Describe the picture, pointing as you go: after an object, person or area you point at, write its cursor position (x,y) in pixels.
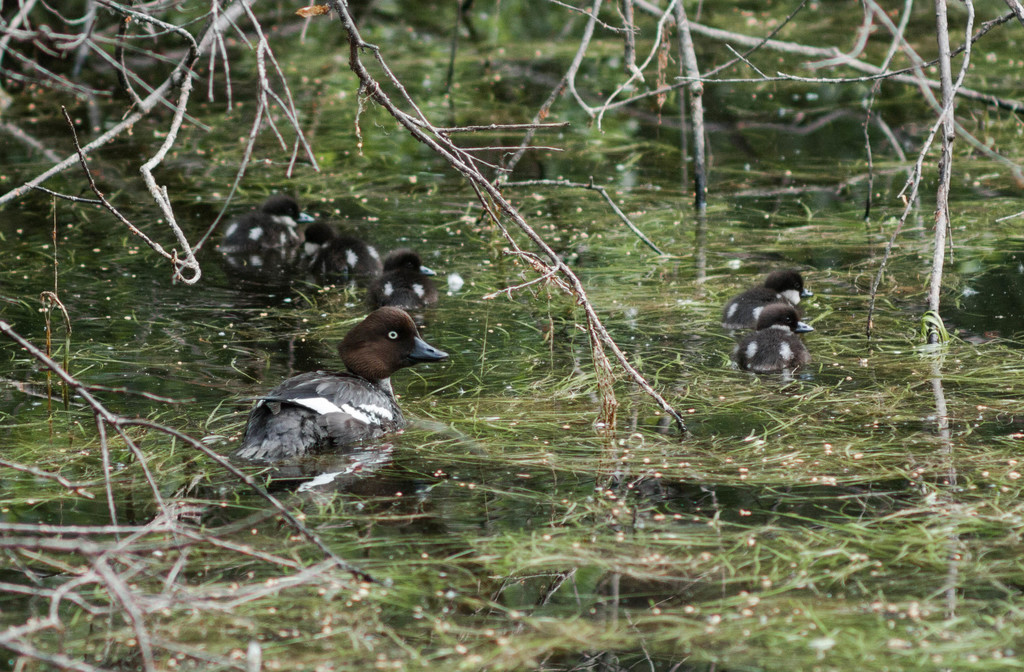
Here we can see water (693,650), birds (275,210) and dried branches (203,53).
